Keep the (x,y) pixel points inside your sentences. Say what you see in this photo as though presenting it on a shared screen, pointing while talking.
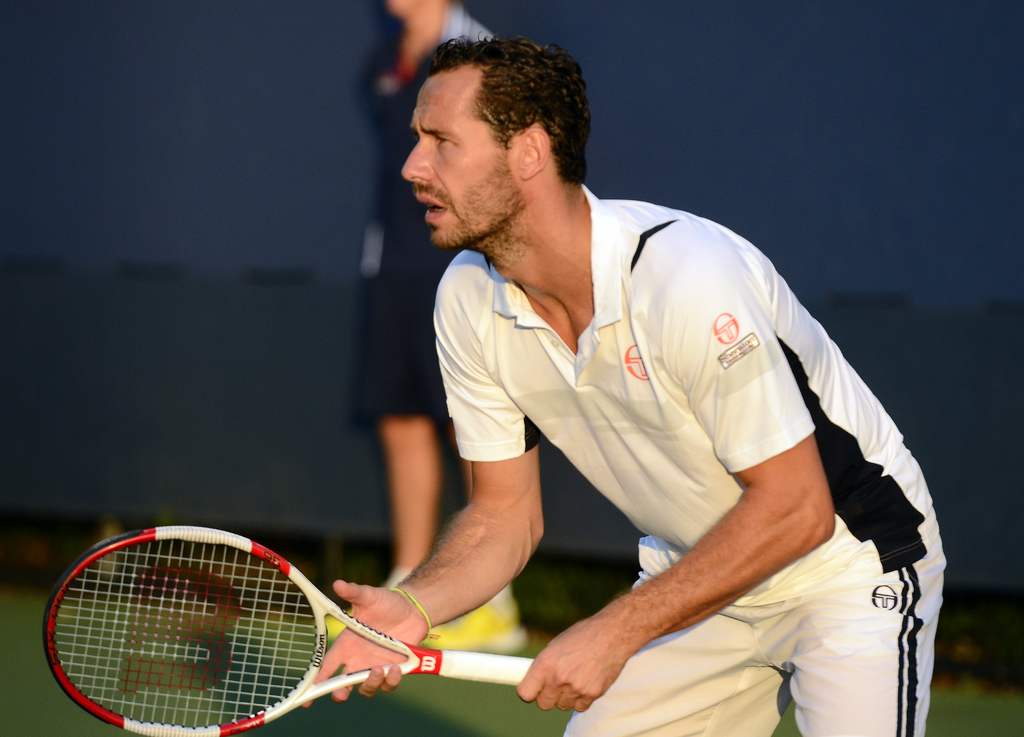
In this picture there is a person (753,420) in white dress (701,526) holding a tennis racket (269,633). The background (258,154) is blurred.
